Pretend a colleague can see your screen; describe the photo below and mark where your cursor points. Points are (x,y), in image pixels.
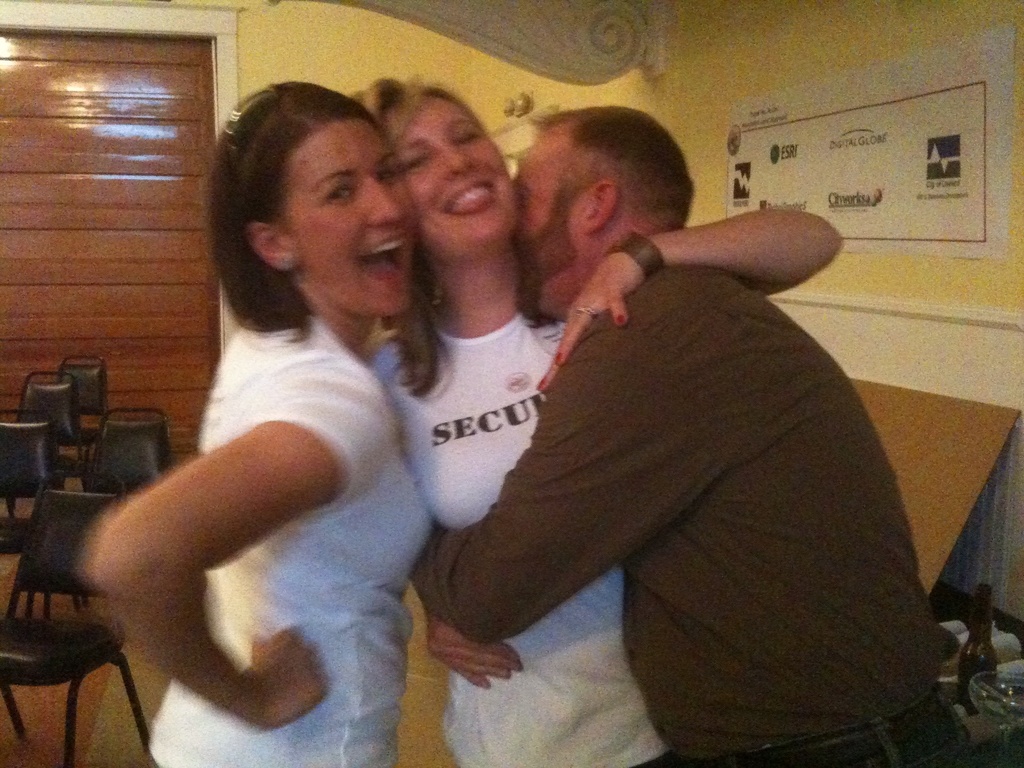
In this image there are three people (478,534) who are hugging each other and posing for a picture. To the left (96,363) there are chairs (51,383). At the background (277,47) there is wall (279,28) and a sticker (830,136). To the bottom right corner (976,678) there is bottle (988,632), bowl (1003,712).
